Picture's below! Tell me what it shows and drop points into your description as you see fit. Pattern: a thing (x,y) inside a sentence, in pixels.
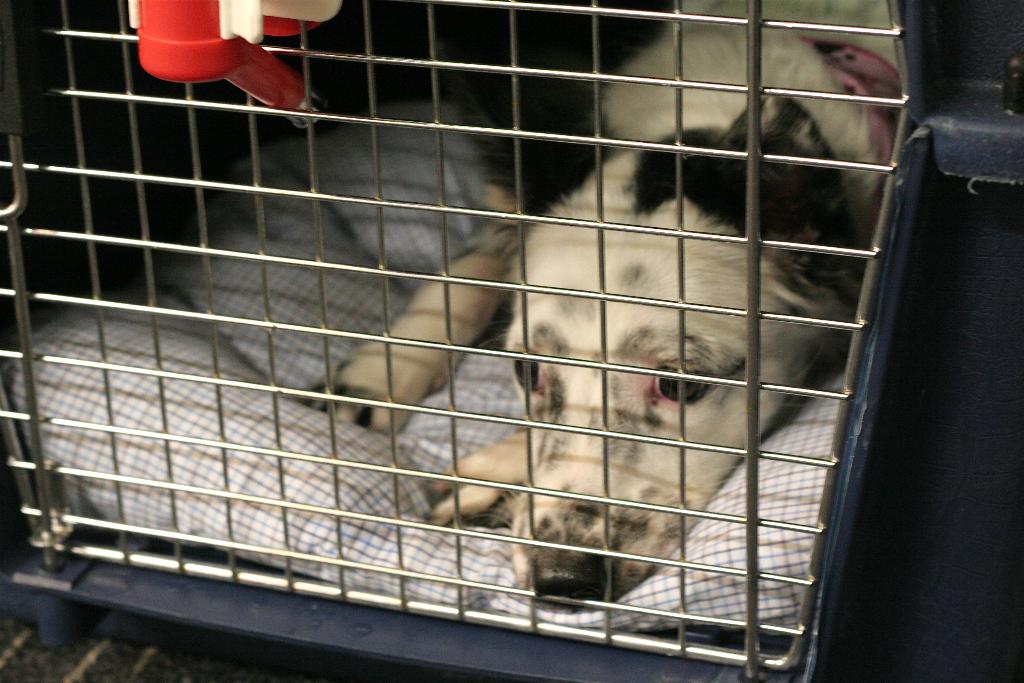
In this image there is a dog (716,357) which is lying on the pillow (307,436). There is a cage (736,384) around the dog (664,391).
